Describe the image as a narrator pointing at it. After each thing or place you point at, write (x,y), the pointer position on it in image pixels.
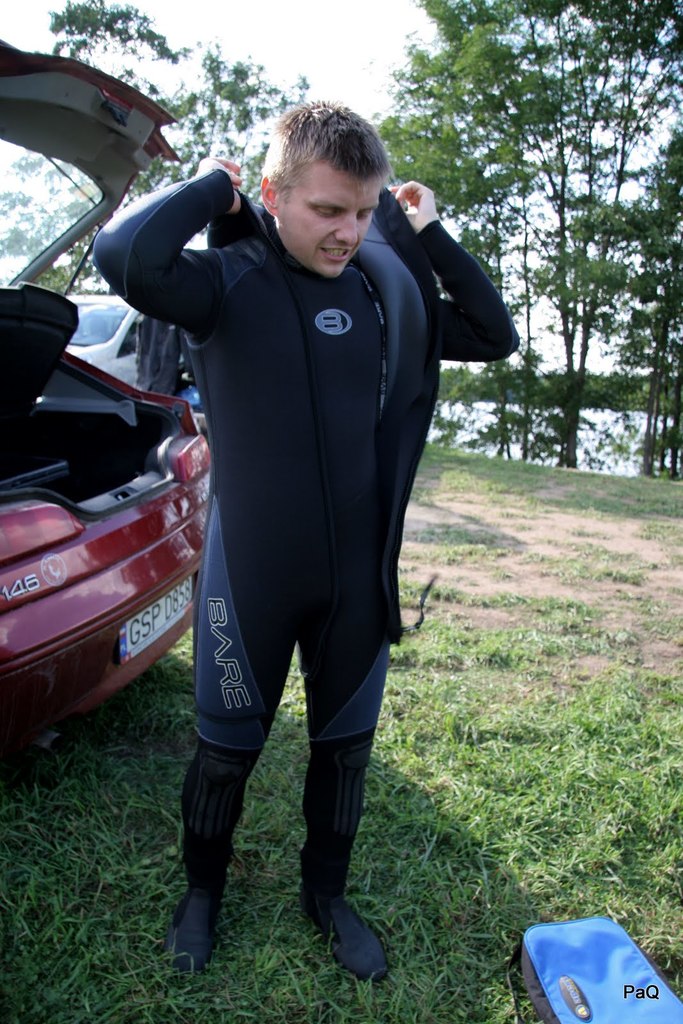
In this image I can see a person (344,634) standing wearing black dress (382,615). Background (540,98) I can see few cars (119,507), trees (503,150) in green color and sky (576,156) in white color.
